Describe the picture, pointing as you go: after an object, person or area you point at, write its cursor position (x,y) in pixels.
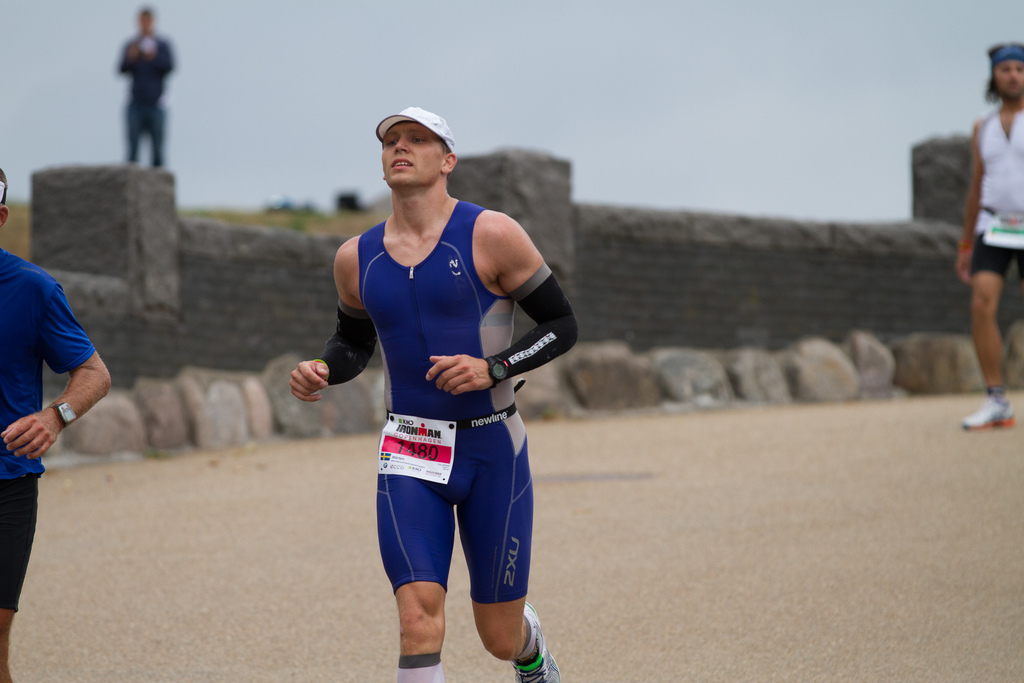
In this image there are few people (493,336) jogging on the road (576,542), there is a person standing on the wall (676,214) and the sky (452,80).
